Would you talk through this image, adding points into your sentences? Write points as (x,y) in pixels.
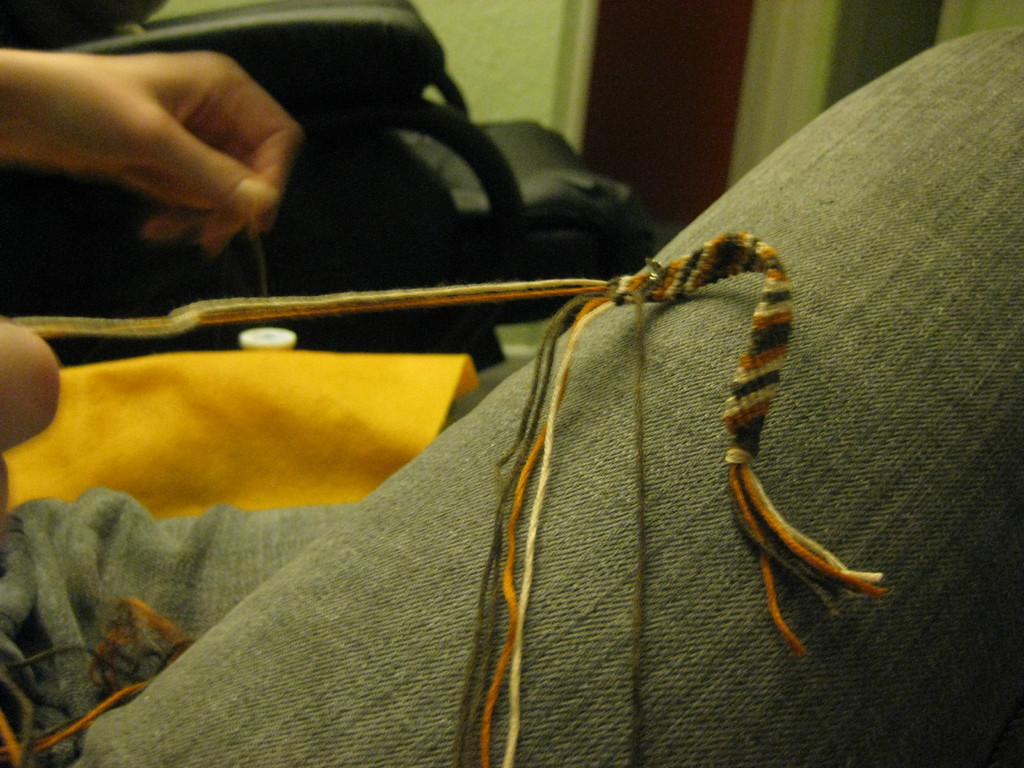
In the foreground of this image (321,525), there is a person's leg (460,584) on which thread structure (723,265) is placed. In the background (532,237), there is a chair (535,175), wall (540,54), door (652,50) and a person's hand (207,138).
